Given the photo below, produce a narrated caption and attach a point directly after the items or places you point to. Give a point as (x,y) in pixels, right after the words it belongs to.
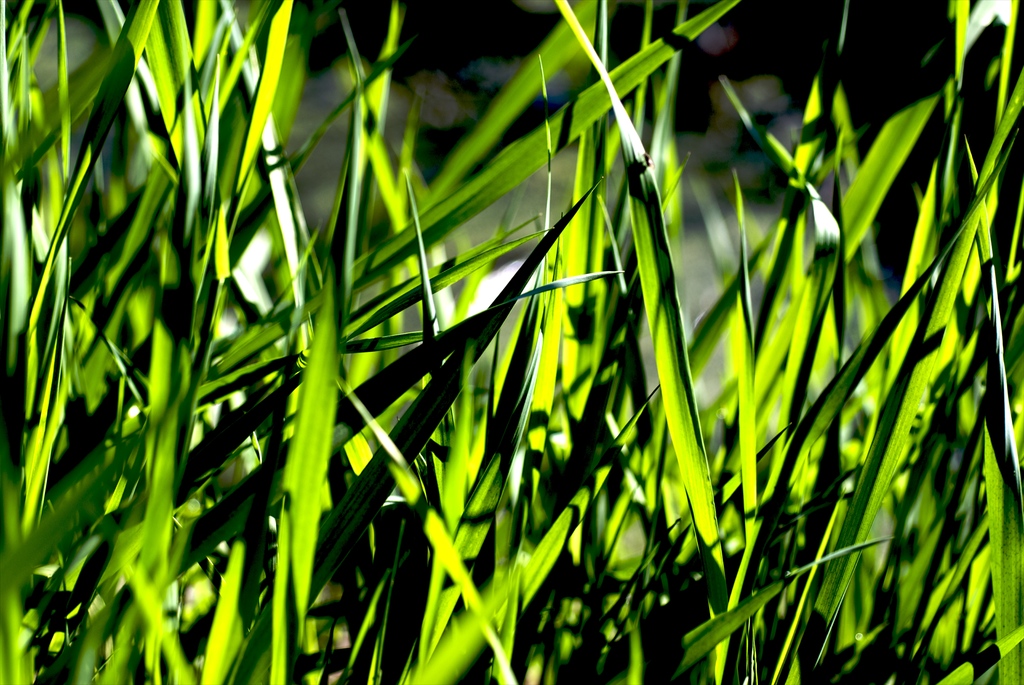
There are plants (611,386) having green color leaves (137,316). And the background (968,168) is blurred.
